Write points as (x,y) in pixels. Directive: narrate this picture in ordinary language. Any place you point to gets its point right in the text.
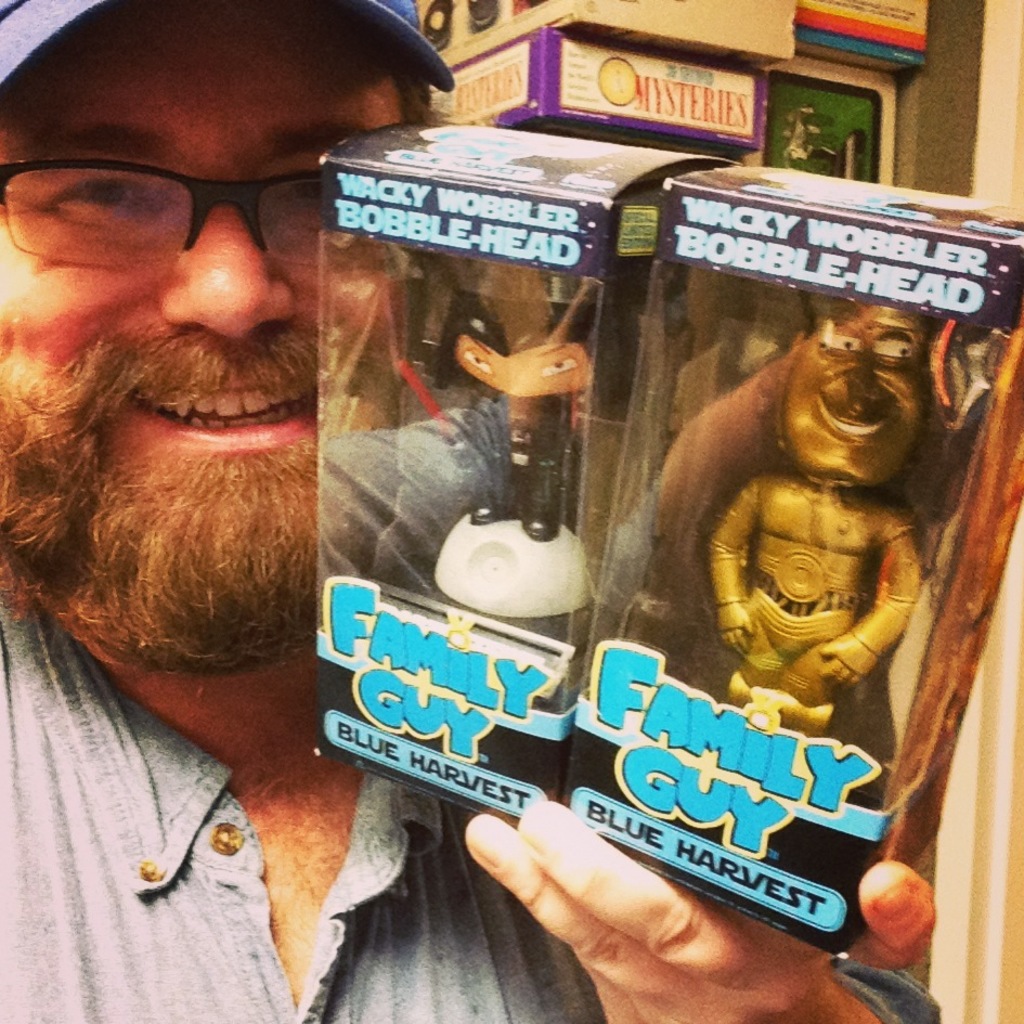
There is a person (266,917) holding two boxes (623,528) which has toys (780,535) in it and there are few other objects (692,90) behind it.
